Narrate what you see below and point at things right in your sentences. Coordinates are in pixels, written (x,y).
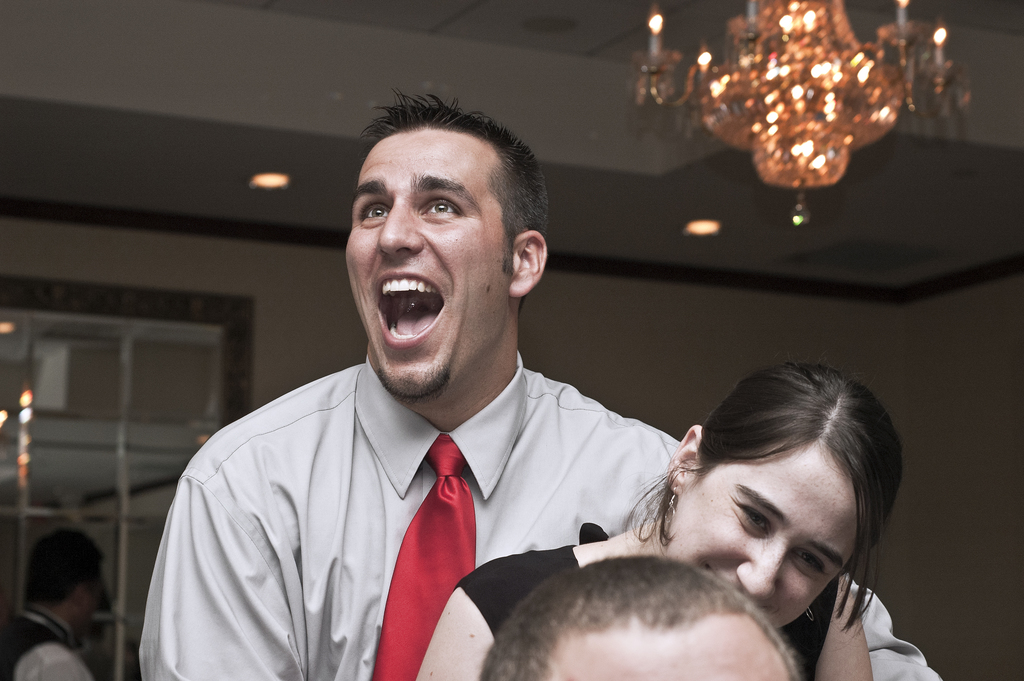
This picture shows few people (569,443) standing with a smile (424,297) on their faces (775,575) and we see a red color tie (462,507) and we see a chandelier light (808,100) to the roof (246,153) and couple of roof lights (272,186) and few people (80,608) standing on the side.
